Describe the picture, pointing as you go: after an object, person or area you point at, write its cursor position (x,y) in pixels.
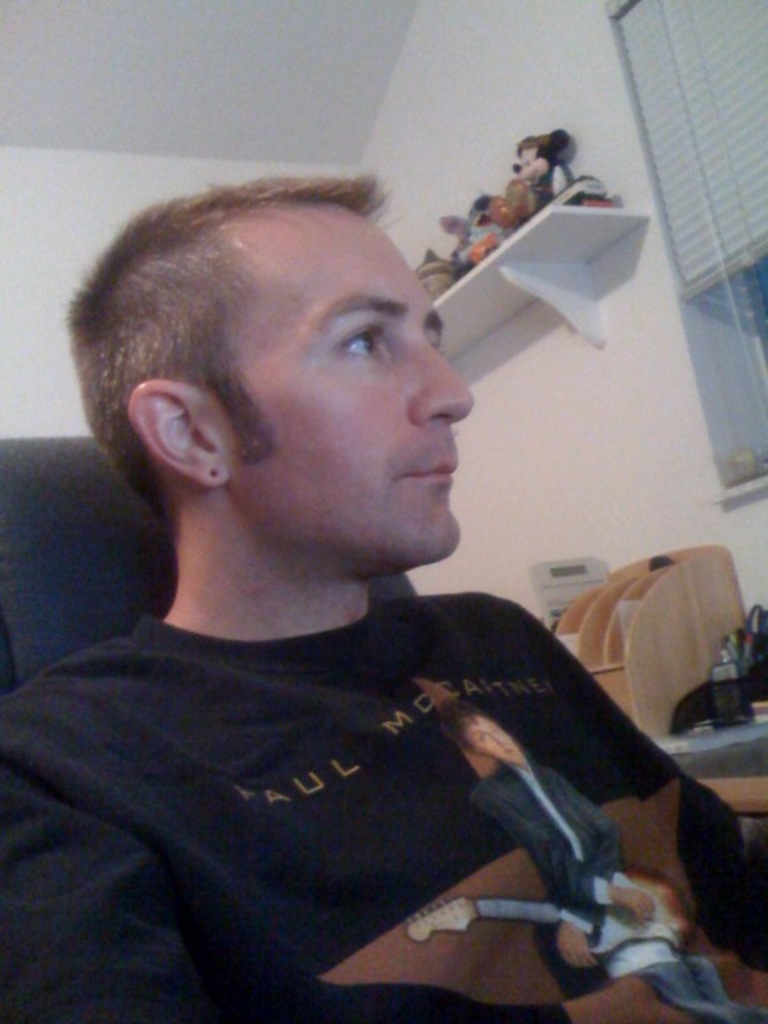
This picture shows a man (412,541) seated on the chair (14,448) and we see a pen stand (719,714) on the table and few toys (477,251) on the shelf (566,212) and we see a window (688,316) and blinds (703,240) to it and we see a man (469,837) wore a black t-shirt (466,720) with a picture (510,886) of a man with a guitar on it.
